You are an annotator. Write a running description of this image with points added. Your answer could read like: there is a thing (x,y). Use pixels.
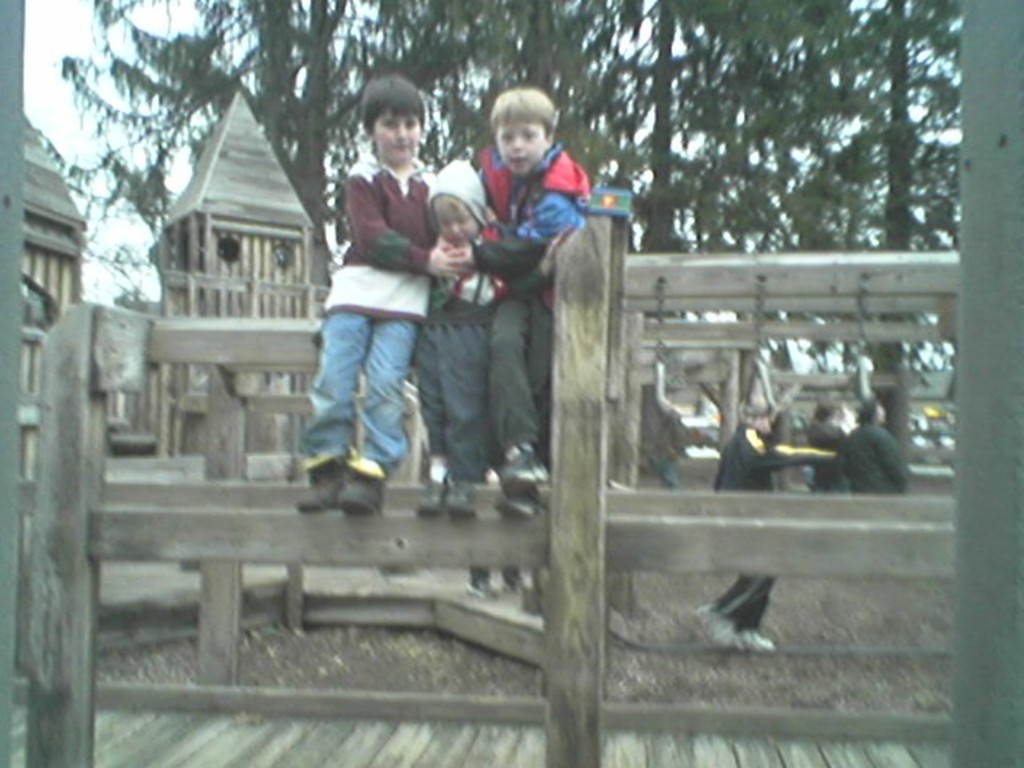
In this picture I can see three kids (510,198) standing on the wooden fence (588,475), there are group of people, there are wooden houses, and in the background (324,94) there are trees (810,131) and there is the sky (33,86).
